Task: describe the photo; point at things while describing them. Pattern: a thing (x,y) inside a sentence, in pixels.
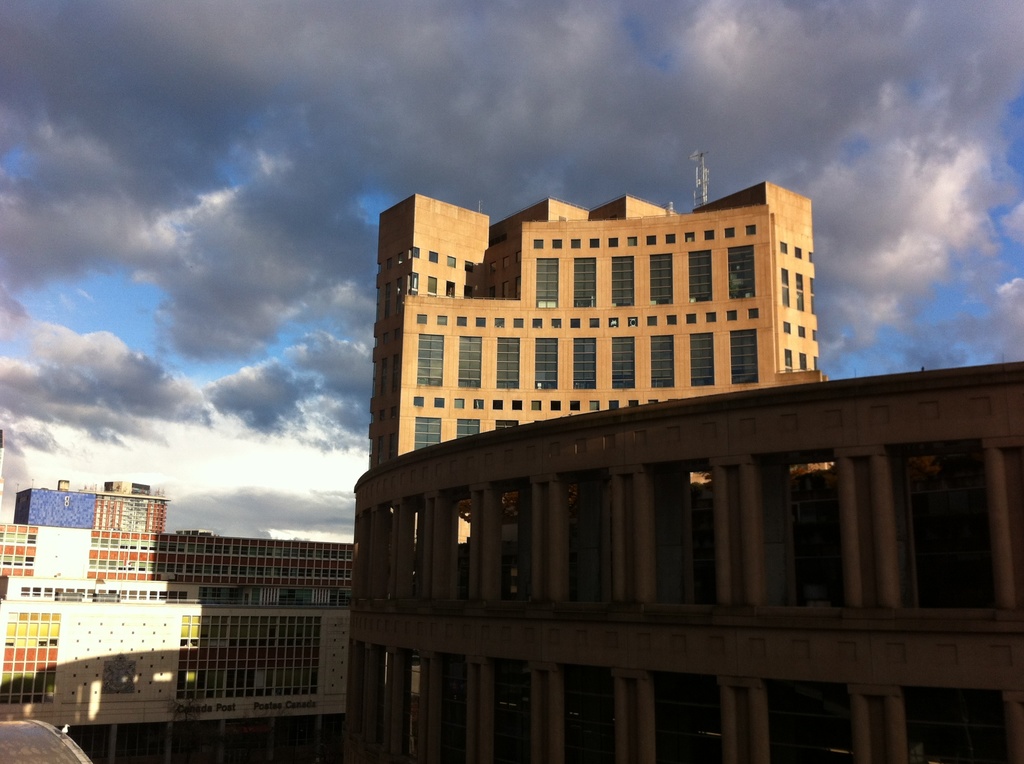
In this image on the right side (870,552) and left side (208,637) there are buildings (647,560), and on the top of the image (571,136) there is sky (345,159).
